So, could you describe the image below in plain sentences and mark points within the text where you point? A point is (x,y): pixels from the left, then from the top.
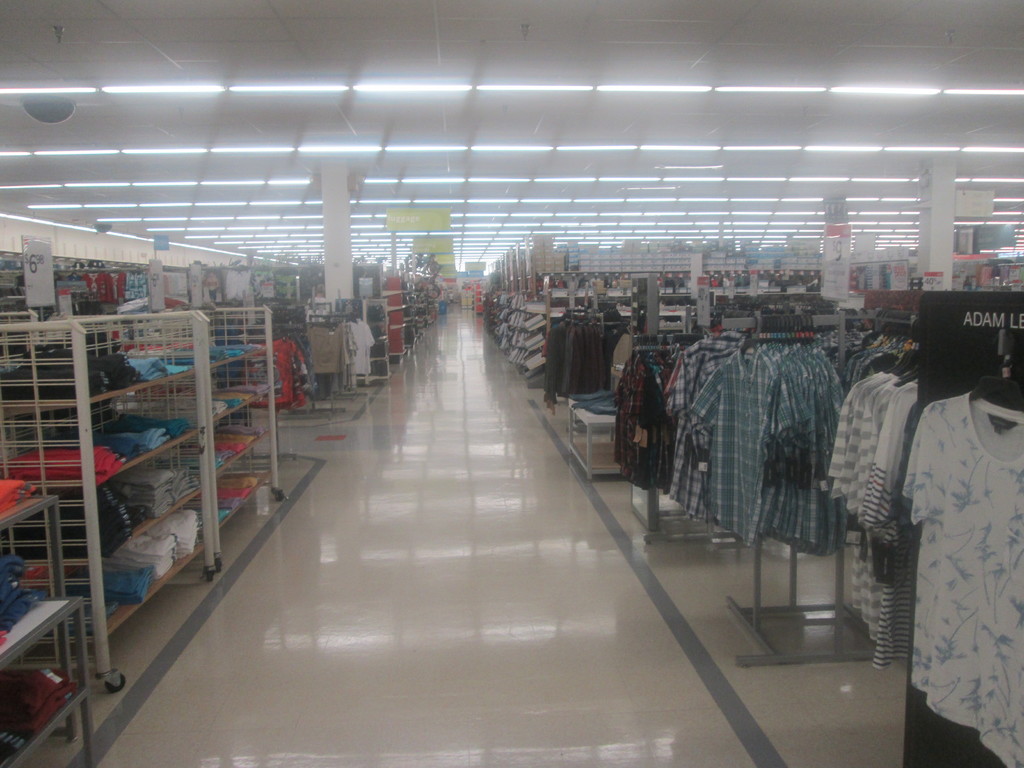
This image is taken from inside the store (224,388). In the image there are so many clothes (297,389) arranged in the racks (92,482) and a few are hanging on the both right and left side of the image (323,336) and there are a few boards (34,289) attached with some text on it, there are few sign boards (420,215) hanging from the ceiling (466,227) and there are lights (666,199).
